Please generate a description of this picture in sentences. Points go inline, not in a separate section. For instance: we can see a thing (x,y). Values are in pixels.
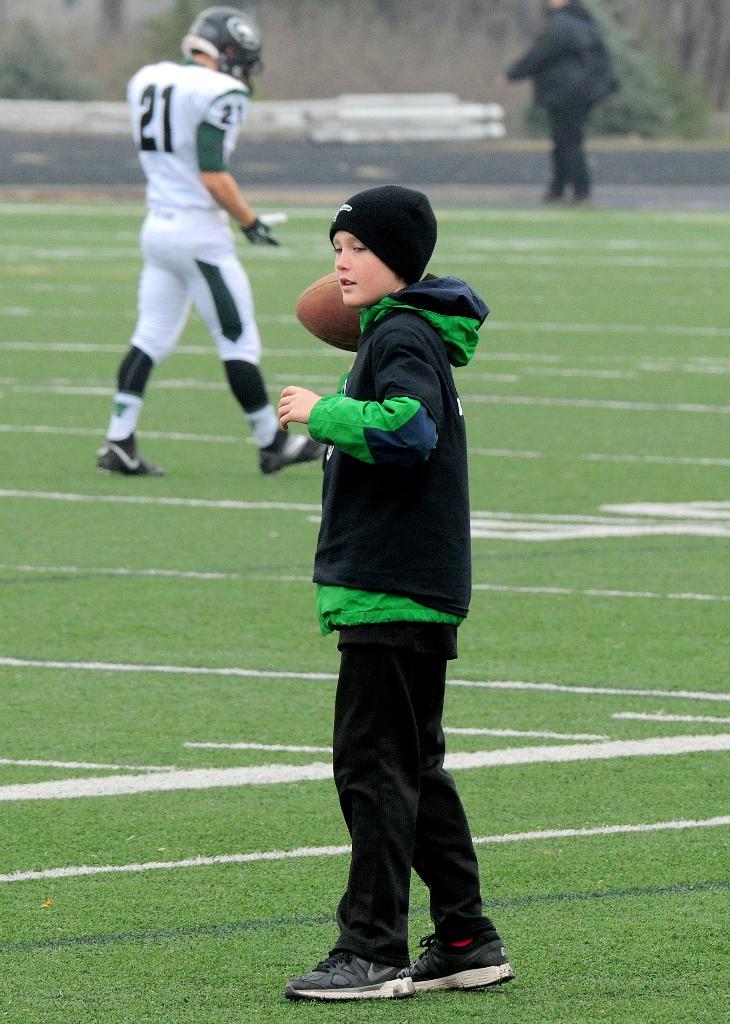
In the picture there is a ground (304,1007) and there are total three persons (393,252) a kid (404,305) and two men (197,205) the kid (425,328) is holding a ball (322,317) in his right hand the man (176,297) is walking towards the right side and there is another person (560,171) far away from ground (328,242) who is wearing black color dress (571,156).
